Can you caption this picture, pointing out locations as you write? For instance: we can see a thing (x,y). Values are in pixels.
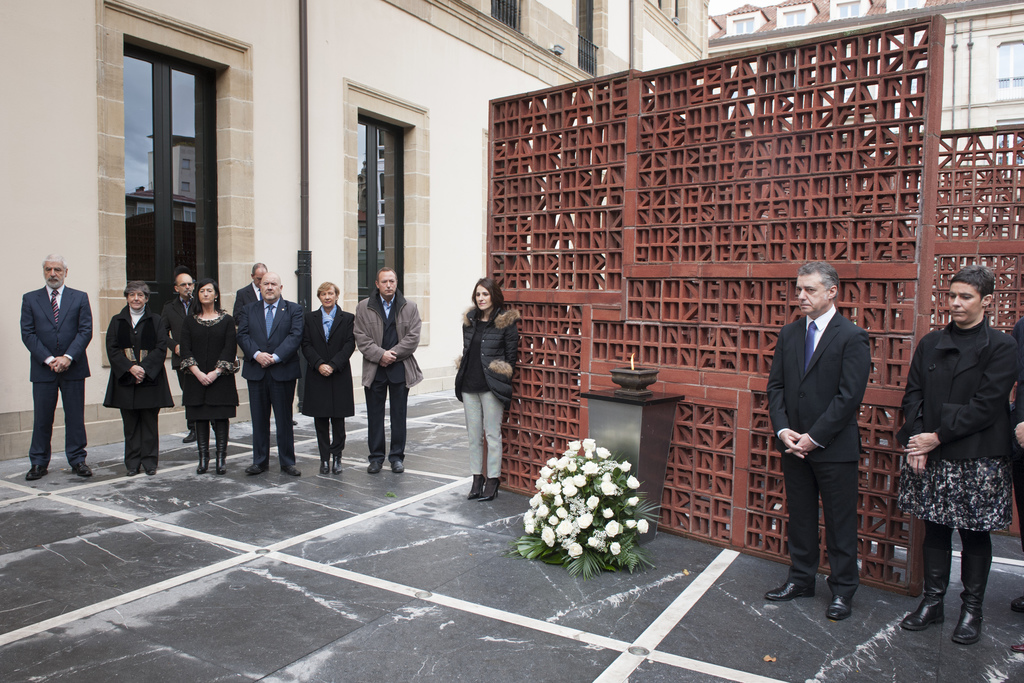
In this image we can see a group of people (384,370) standing on the ground (431,448). In the center of the image (632,391) we can see a vase (648,379) placed on the stand (655,481), a group of flowers (601,526) is placed on the ground (608,574). In the background (310,189), we can see a frame (821,257) and group of buildings (361,220) with windows (366,242), a pole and some lights (676,17).
